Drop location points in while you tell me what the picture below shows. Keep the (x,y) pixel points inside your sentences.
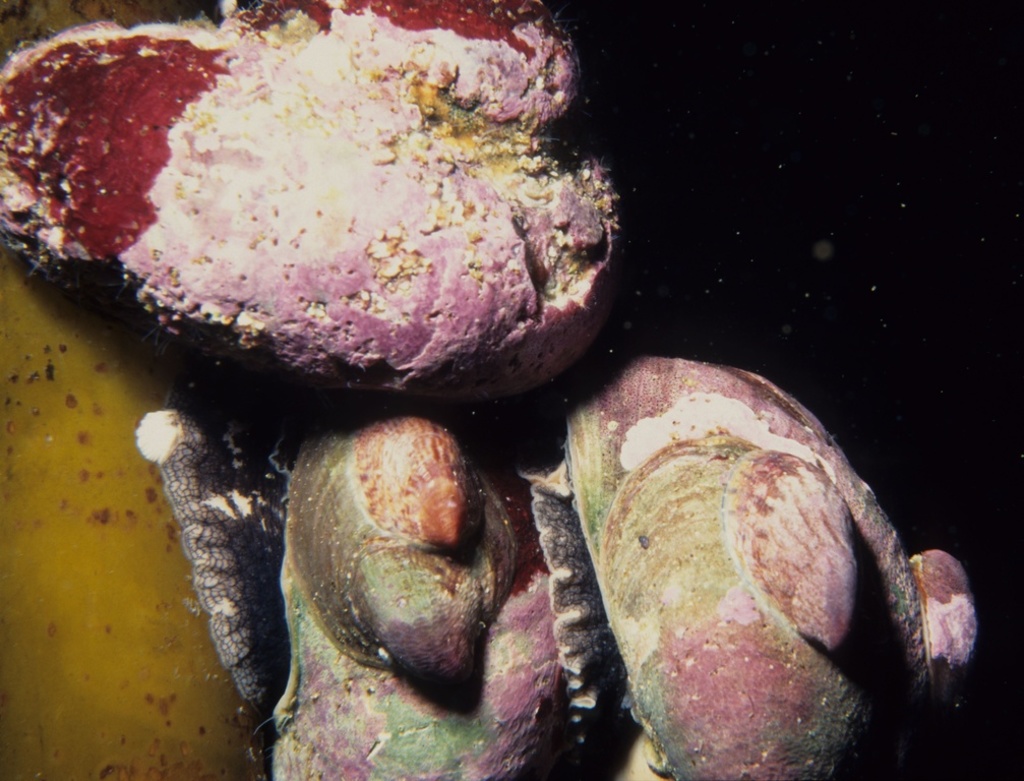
In this image there are shells (392,374).
